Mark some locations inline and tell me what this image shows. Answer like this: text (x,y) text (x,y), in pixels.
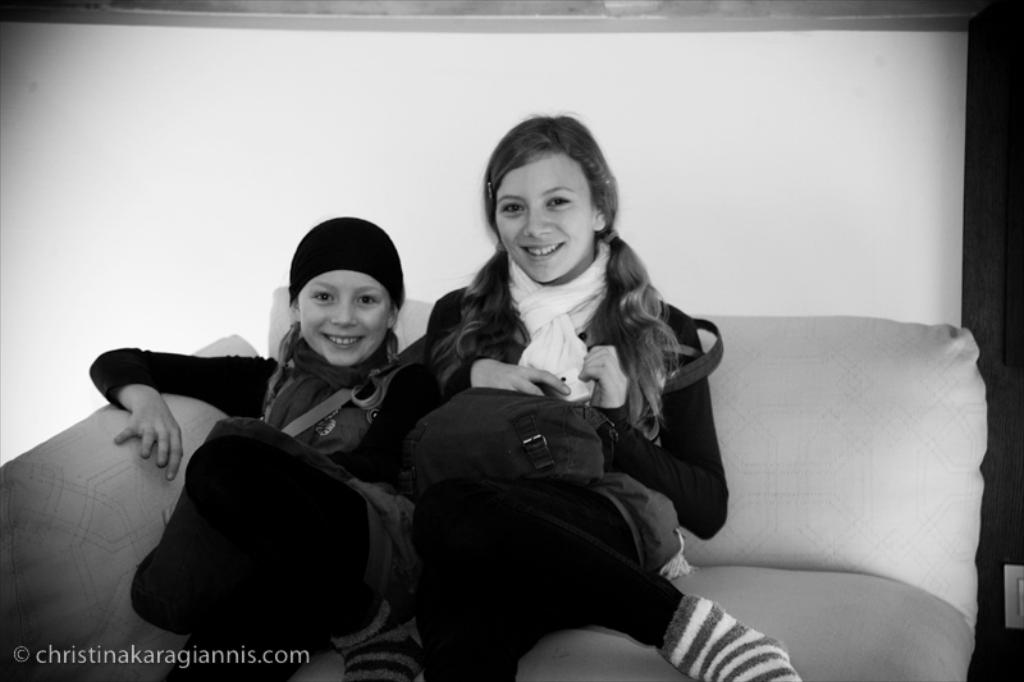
This picture is in black and white. The woman (558,349) in black jacket (673,449) is sitting on the sofa (696,565). We see a black bag (536,442) on her laps (520,561). She is smiling. Beside her, the girl (284,383) in black shrug (254,397) is also sitting on the sofa (176,417). She is smiling. Behind them, we see a wall (447,150) which is white in color.
